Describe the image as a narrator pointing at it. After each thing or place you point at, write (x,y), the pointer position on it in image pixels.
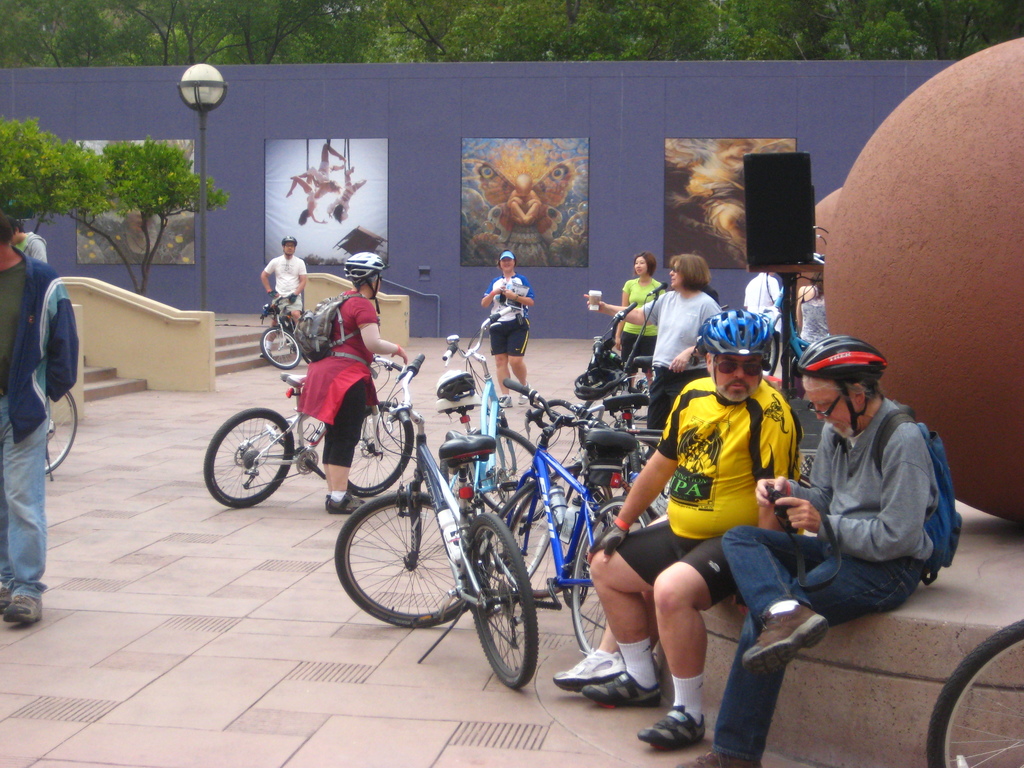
In this picture there are two persons (753,504) sitting in the foreground (776,686). At the back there are group of people (404,358) standing and there is a person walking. On the left side of the image (24,333) there is a person (36,547) walking. In the middle of the image (409,503) there are bicycles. At the back (12,213) there is a tree (27,209) and pole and there are frames (360,221) on the wall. On the right side of the image (772,221) there is a speaker (760,164). There are trees (77,7) behind the wall (654,253).
